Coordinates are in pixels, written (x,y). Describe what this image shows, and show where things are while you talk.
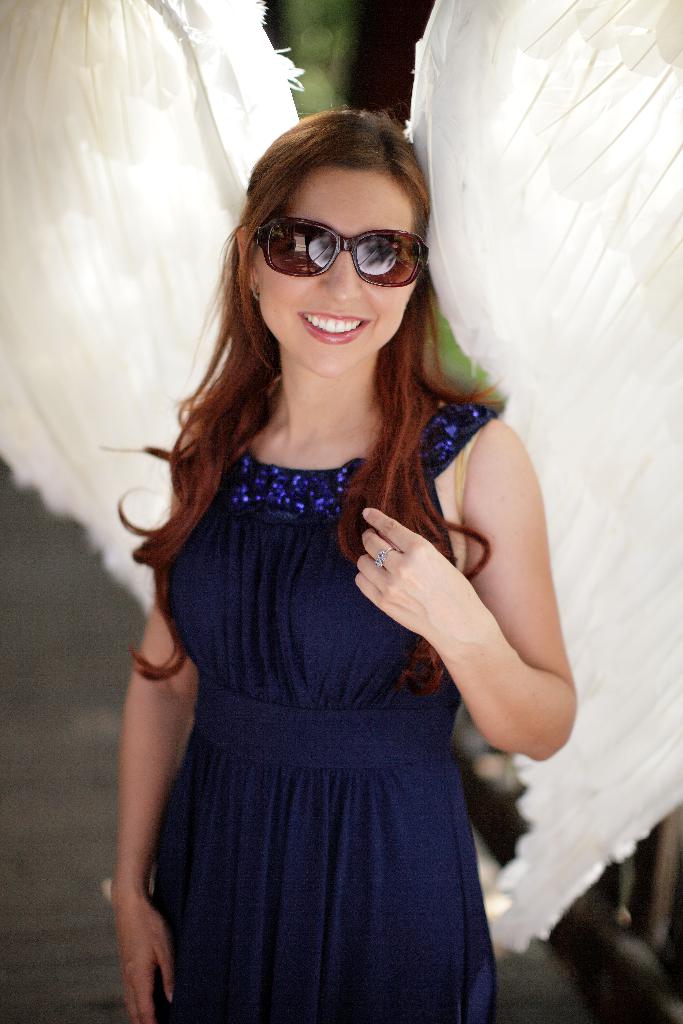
The woman (402,621) in front of the picture is wearing the blue dress (333,584) and she is standing. She is smiling and she is wearing the goggles (313,242). She's even wearing the angel wings (568,452). In the background (37,544), it is grey in color. This picture is blurred in the background (22,586).
